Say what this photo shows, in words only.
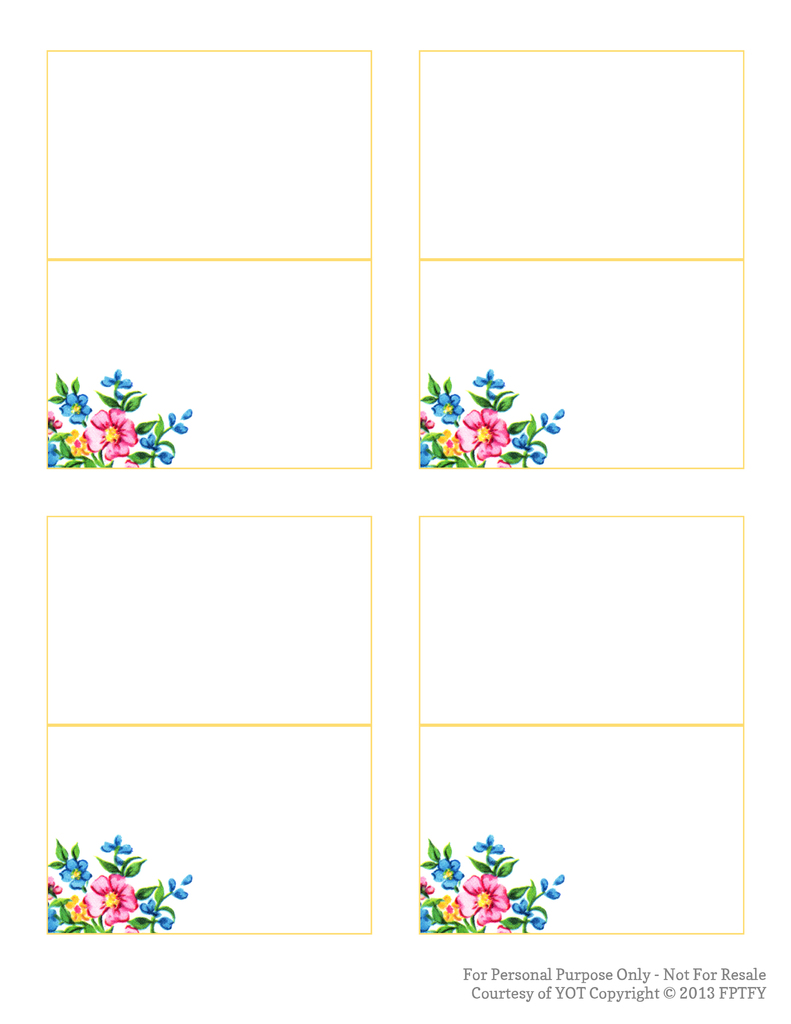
In the picture we can see collage image of some floral design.
